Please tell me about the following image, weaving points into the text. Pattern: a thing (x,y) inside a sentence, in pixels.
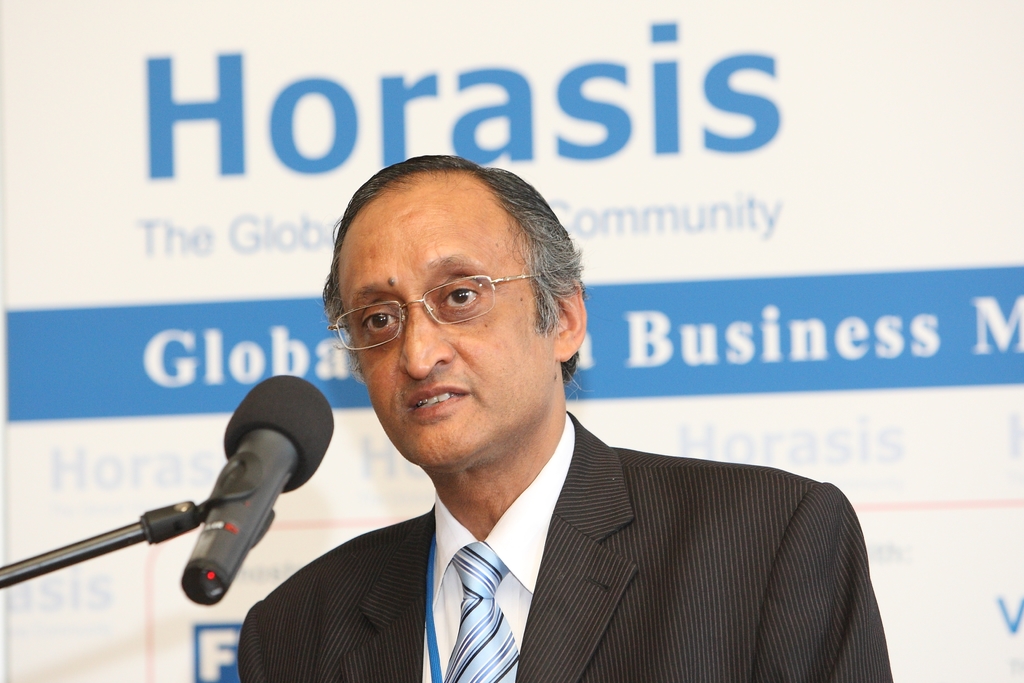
In this picture, we see a man (451,577) in the white shirt (448,613) and the black blazer (706,612) is wearing the spectacles (431,314). In front of him, we see a microphone (278,425) and I think he is talking on the microphone (310,426). In the background (616,395), we see a banner (697,333) or a board (895,427) in white and blue color with some text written on it.
